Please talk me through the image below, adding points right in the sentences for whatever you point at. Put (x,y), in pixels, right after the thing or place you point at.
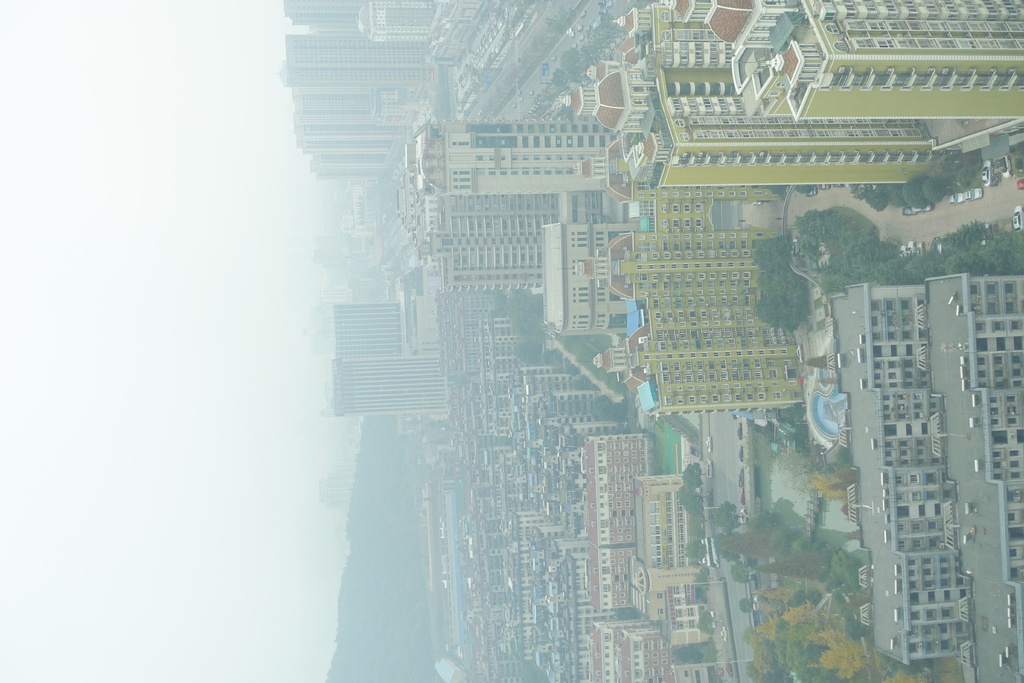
In this image we can see buildings (713,361), there are vehicles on the road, also we can see trees (414,570), and the sky (242,358).
